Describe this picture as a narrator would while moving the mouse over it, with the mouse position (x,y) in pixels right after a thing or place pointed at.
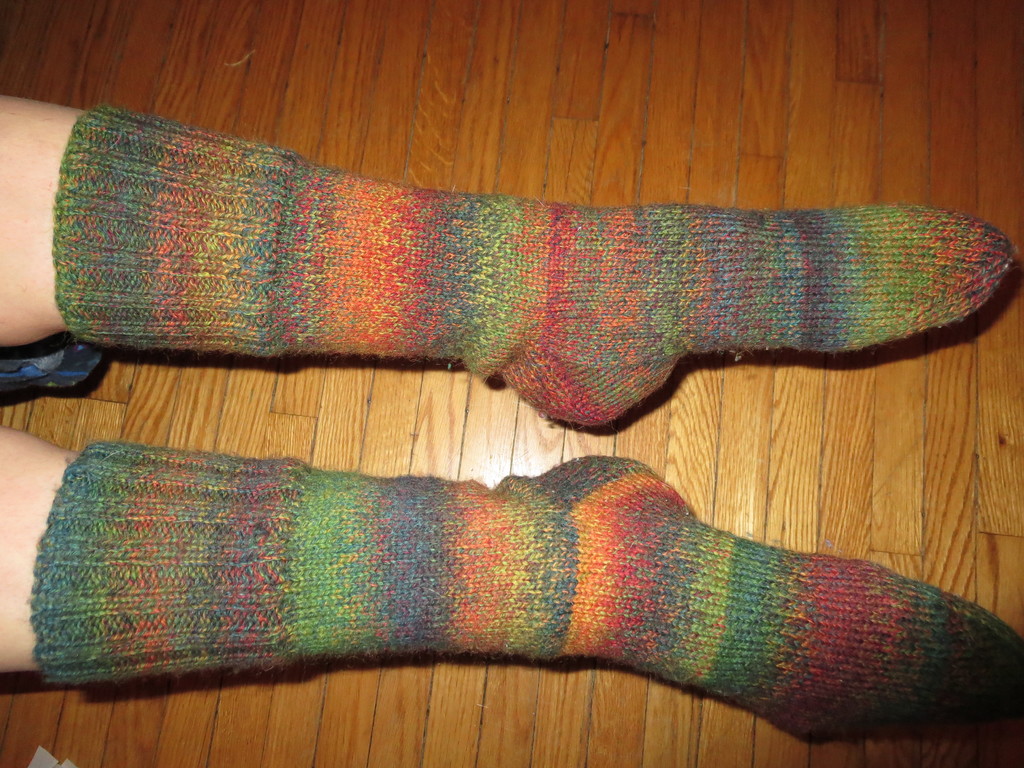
In this picture we can see the boy leg (410,260) with colorful socks (520,583) seen on the wooden flooring (324,401).
